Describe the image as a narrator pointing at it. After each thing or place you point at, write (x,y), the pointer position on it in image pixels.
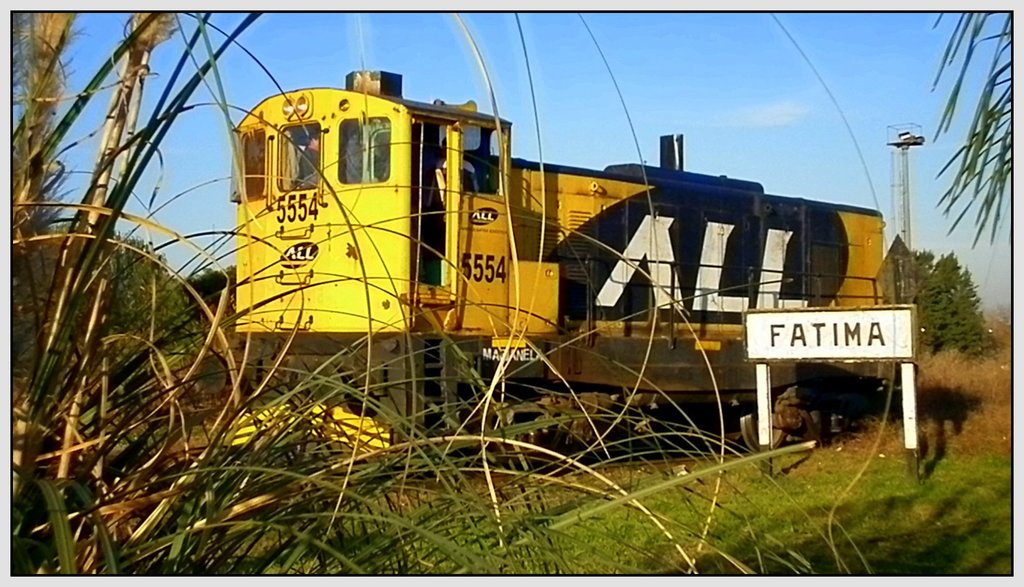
There is a yellow color engine (547,274) with some numbers (295,215) on that. There is a door (434,194) and windows (363,150) for that. Near to that there is a board (787,319) with something written on that. On the left side (168,300) there are plants (166,355) and trees (170,281). In the back (937,304) there are trees (937,304). And on the ground (760,507) there are grasses (755,485). In the background (655,137) there is sky (594,96).
